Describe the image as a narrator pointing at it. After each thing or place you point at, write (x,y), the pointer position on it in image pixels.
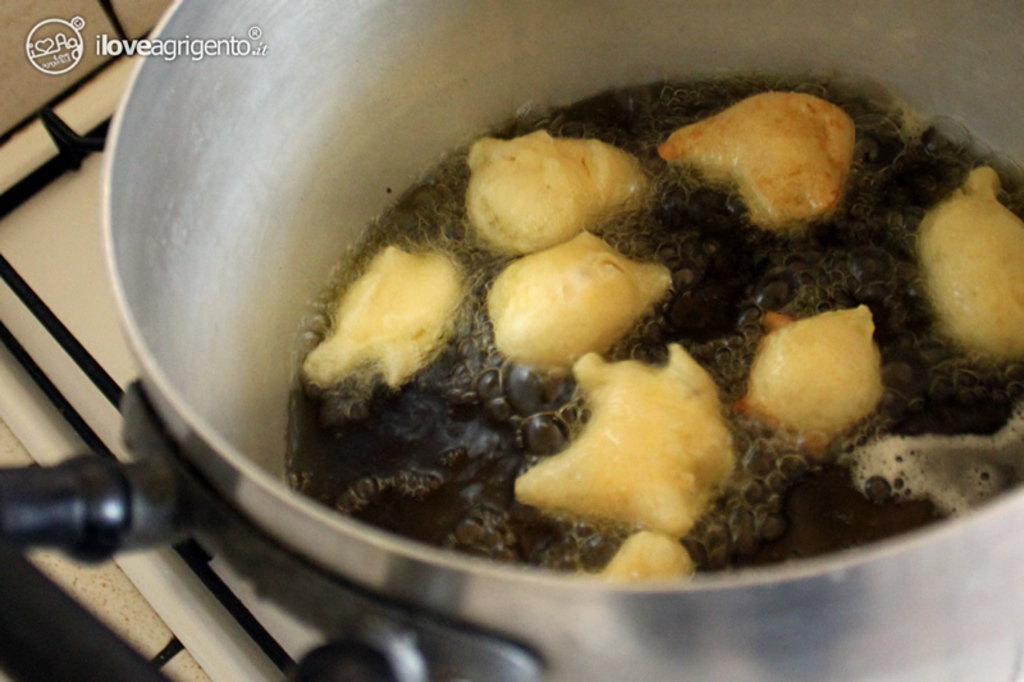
In this image we can see food items (654,457) in a vessel (749,672) on the stove (115,449). At the top of the image (44,55) there is some text (53,42).
